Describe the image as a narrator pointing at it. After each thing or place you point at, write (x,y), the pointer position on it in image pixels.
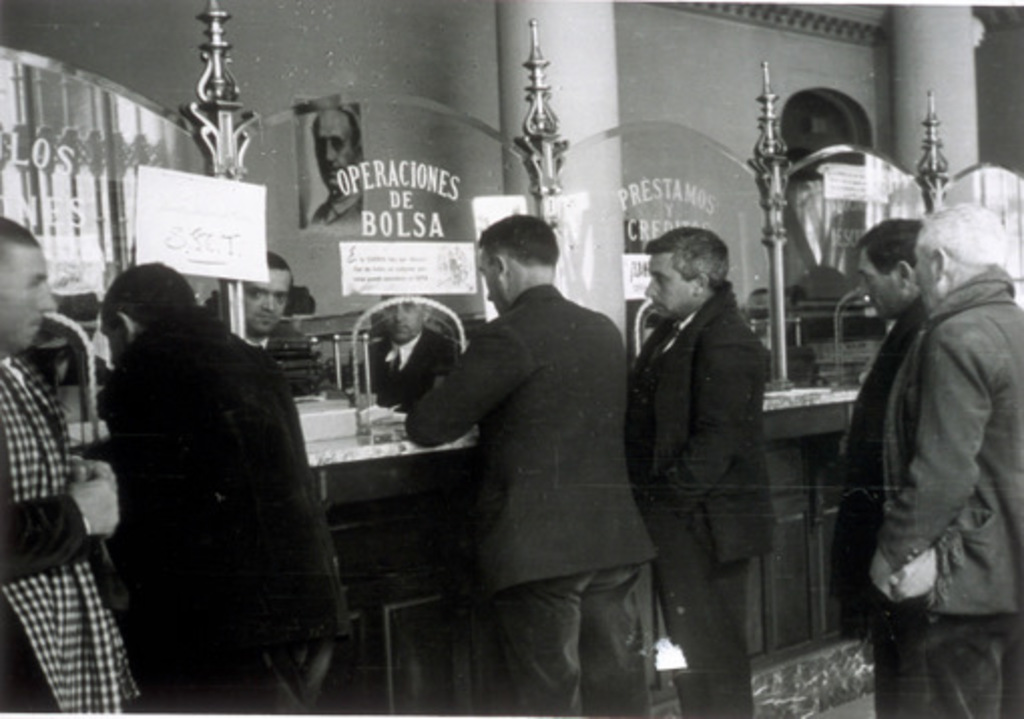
There are few persons (704,455) standing in front of a glass counter (321,283) and there are two persons (282,289) in front of them.
